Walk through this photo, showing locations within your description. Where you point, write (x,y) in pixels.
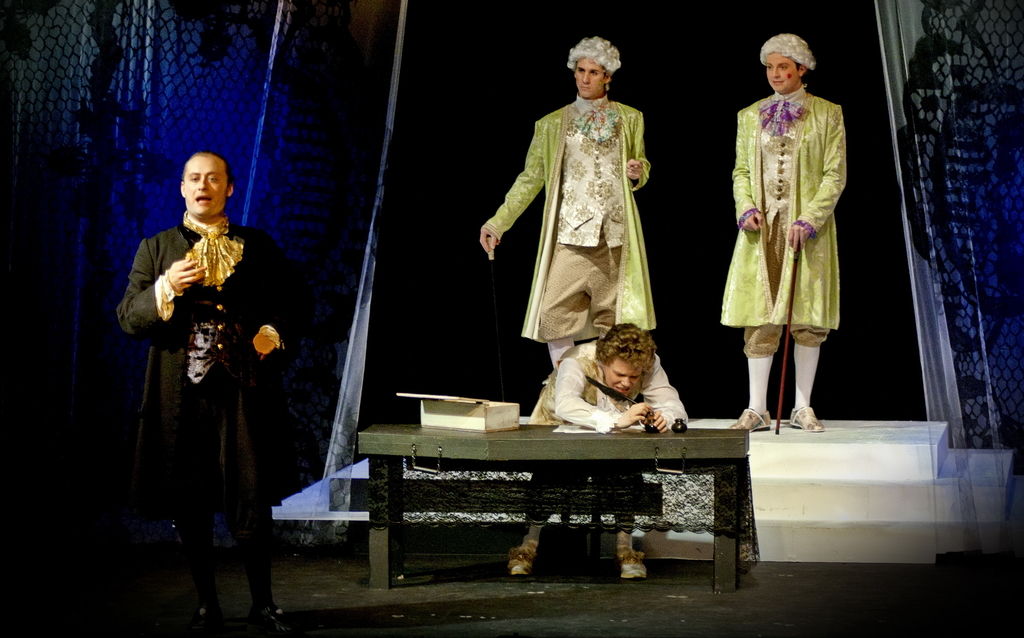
This persons (210,351) are standing and this person (570,357) is sitting on a chair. In-front of this person (616,370) there is a table (428,464), on table (443,462) there is a box (471,425). This are curtains (994,288).
